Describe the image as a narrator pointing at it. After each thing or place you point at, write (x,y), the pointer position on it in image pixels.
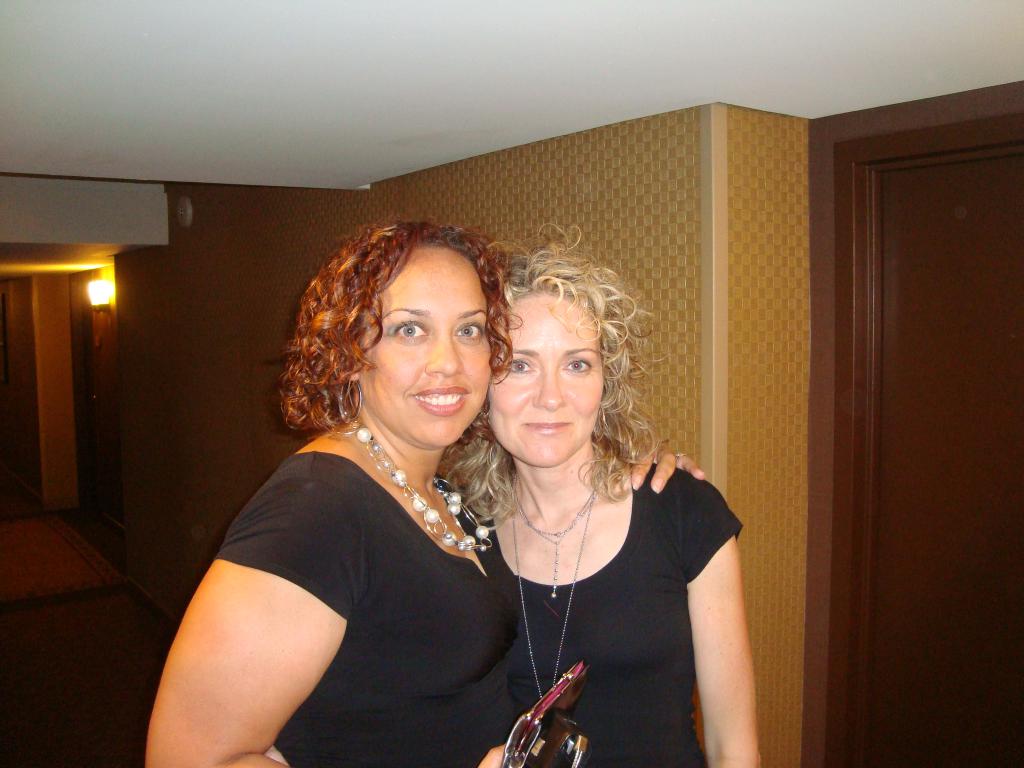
The picture is taken in a room (48,479). In the foreground of the picture (471,563) there are two woman (529,563) standing, they are wearing black t-shirt (560,610). On the right (851,583) there is a door (959,175). On the left (11,654) there is a light (103,335) and the floor (50,511). At the top (321,82) it is ceiling (466,61) painted white.
